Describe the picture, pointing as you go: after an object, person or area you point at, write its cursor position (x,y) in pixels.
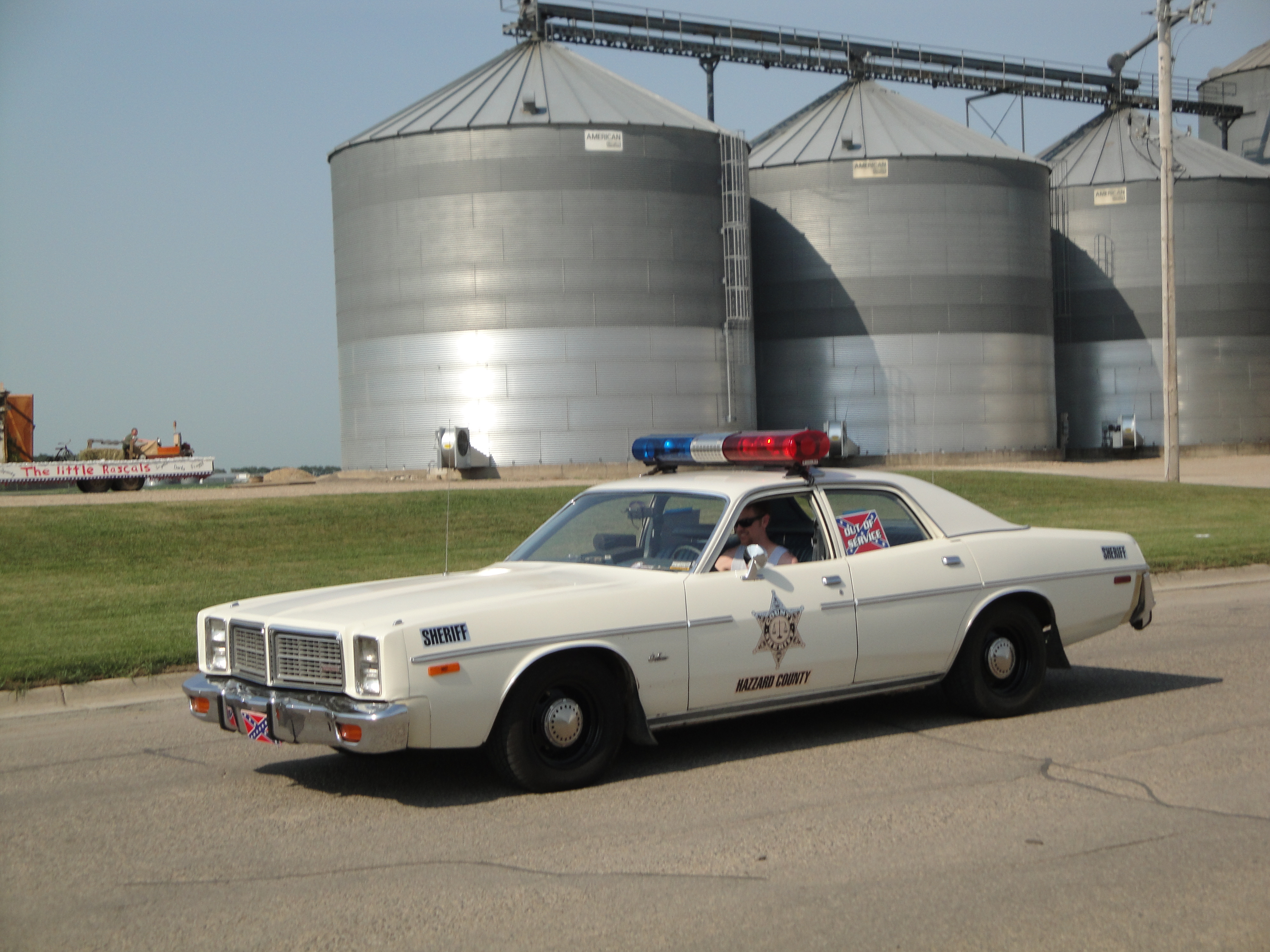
In this image we can see a person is sitting inside a car (837,648) which is on the road (722,837). Here we can see grass (73,513), pole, containers (1079,344), and other objects (20,475). In the background (298,427) there is sky (876,41).
